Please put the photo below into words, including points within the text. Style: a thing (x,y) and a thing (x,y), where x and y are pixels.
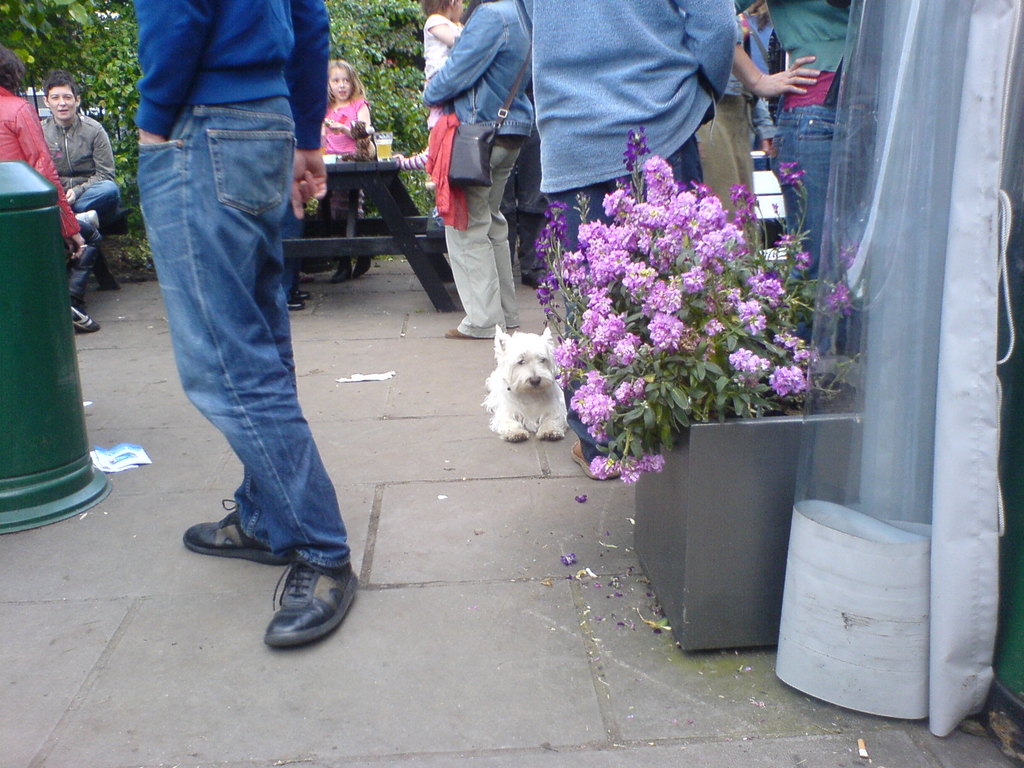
In the image we can see there is a dog (550,432) sitting on the ground (462,543) and there are people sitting on the benches (376,189). There are flowers (686,336) on the plants (673,325) and plants (748,323) are kept in the pot (740,437). There are other people (708,92) standing on the ground (141,708) and there is dustbin (42,315) in green colour kept on the ground (68,553). Behind there are trees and there are stone tiles (318,672) on the ground (354,635).
